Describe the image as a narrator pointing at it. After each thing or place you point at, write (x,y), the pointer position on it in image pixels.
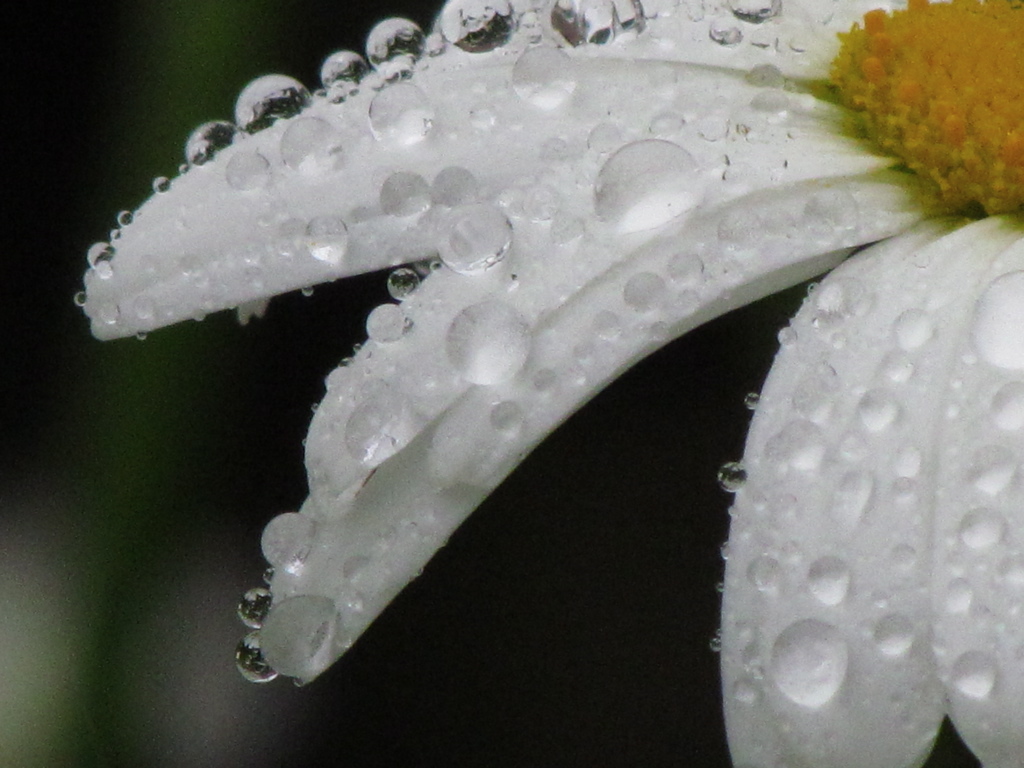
On the right side (690,232) we can see a flower (566,217) and there are water drops (311,173) on the petals (861,727). In the background (209,424) the image is blur.
